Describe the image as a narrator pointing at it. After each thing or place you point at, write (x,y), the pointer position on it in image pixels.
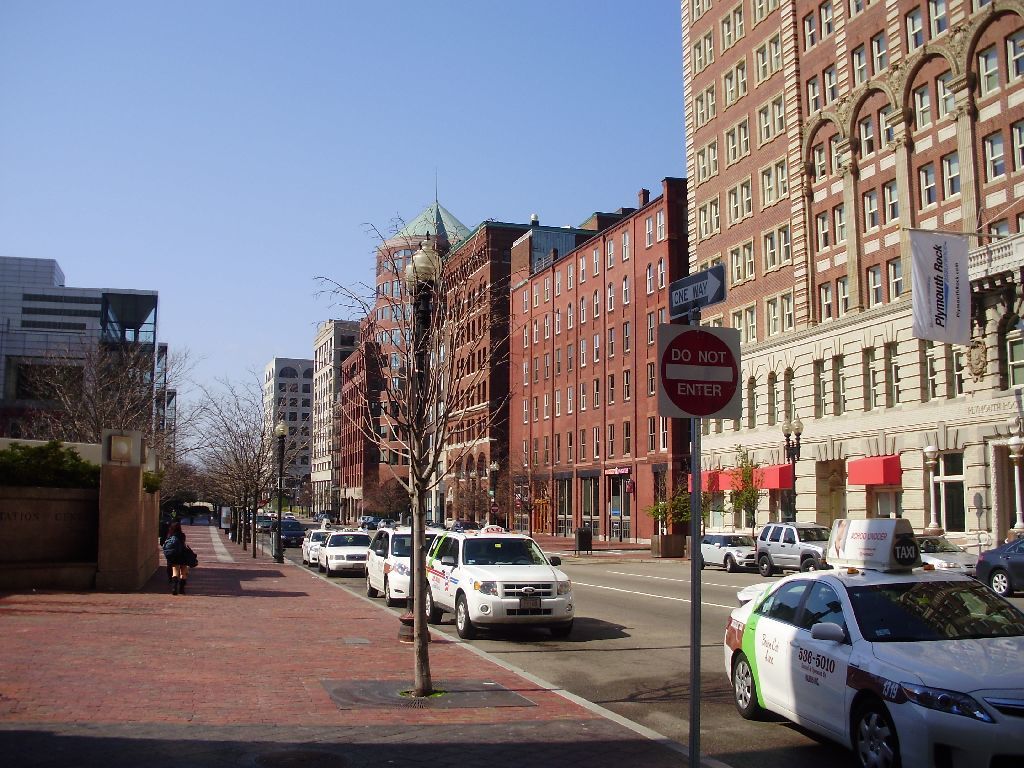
In the foreground of the picture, there is a sign board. On the left (183,621), there is a pavement (194,664) and a person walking on it. We can also see few buildings (25,304) and trees (230,480) on the left (176,469). On the right (779,437), there are buildings (531,427), poles (796,451), trees (534,490), vehicles (879,640) moving on the road (612,574), a flag (943,262) and the sky (384,68) at the top (258,83).
